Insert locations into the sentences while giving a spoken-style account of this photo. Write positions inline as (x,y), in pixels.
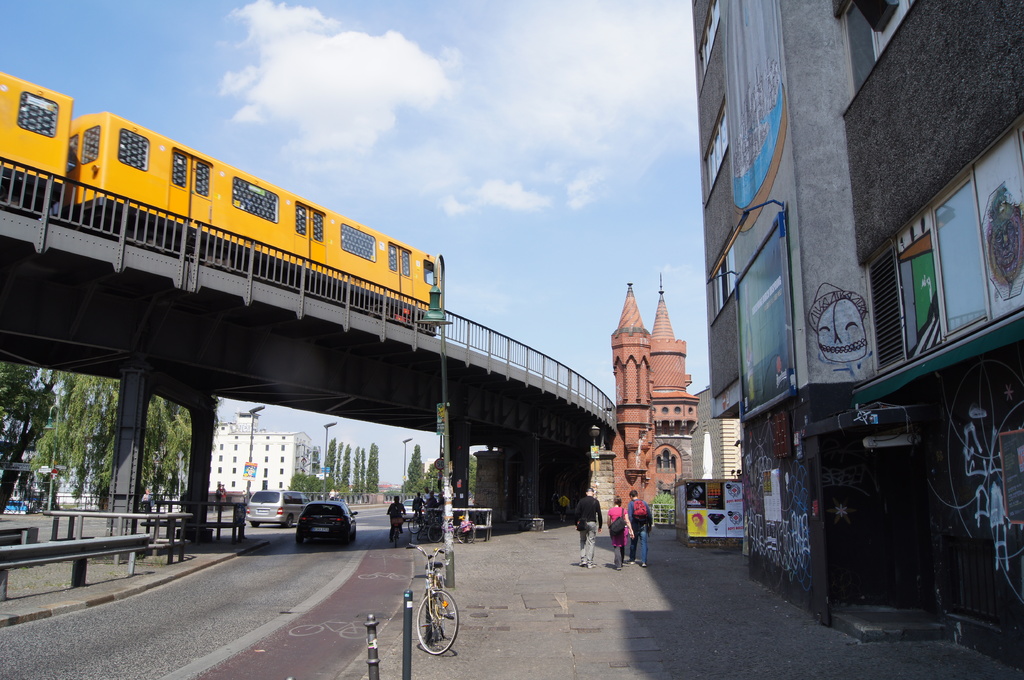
In the image there is a train (321,258) going on the bridge (606,491) and below there are vehicles (293,498) going on the road (310,659) and few people (634,504) walking on the foot path (601,637), on left side (293,453) there are buildings (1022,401) and above its sky (414,90) with clouds (343,110).
